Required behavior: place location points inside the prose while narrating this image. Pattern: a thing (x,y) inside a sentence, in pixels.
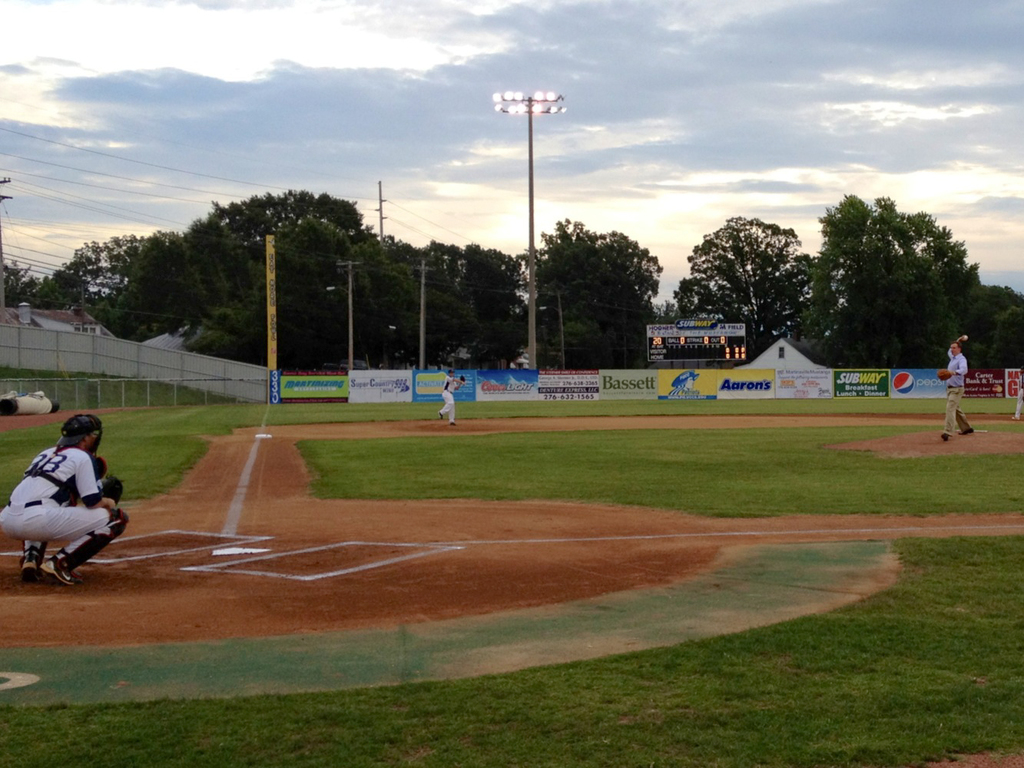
In this image there are people (62,481) playing baseball. At the bottom of the image (321,757) there is grass (716,479) on the surface (702,488). In the background of the image (244,390) there is a metal fence (224,394). There are banners (651,397). There is a display board (698,352). There are led lights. There are current poles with wires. There are buildings (72,313), trees (835,286). At the top of the image (898,86) there is sky (838,81).
